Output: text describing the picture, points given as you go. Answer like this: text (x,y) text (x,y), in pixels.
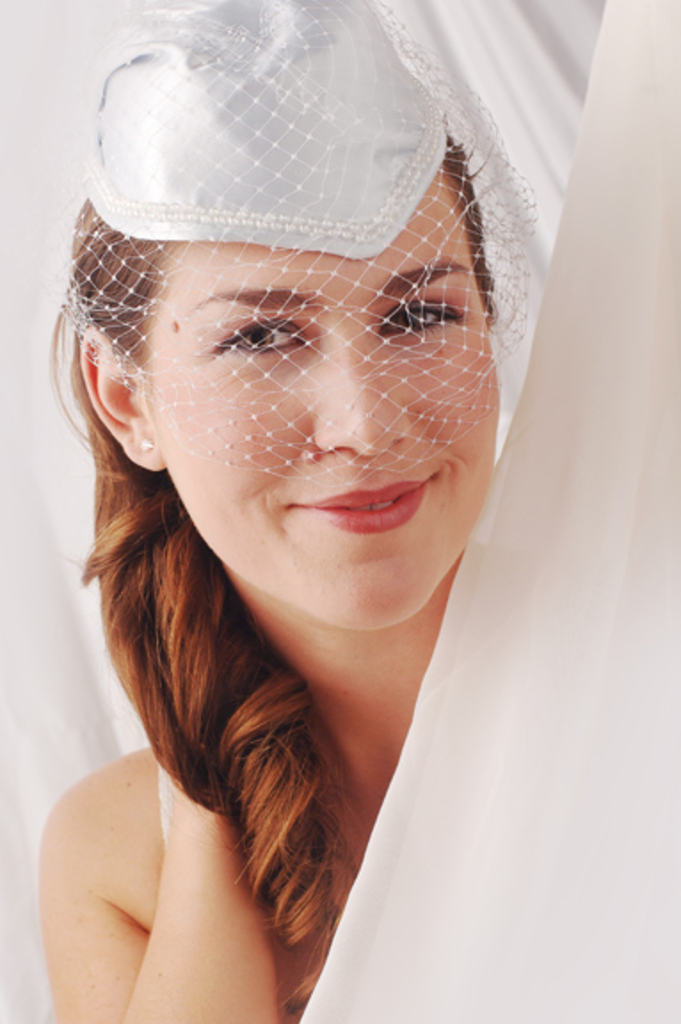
In this image there is a woman (335,334). She covered face (249,377) with net (357,339). There is a white color background (22,210).
